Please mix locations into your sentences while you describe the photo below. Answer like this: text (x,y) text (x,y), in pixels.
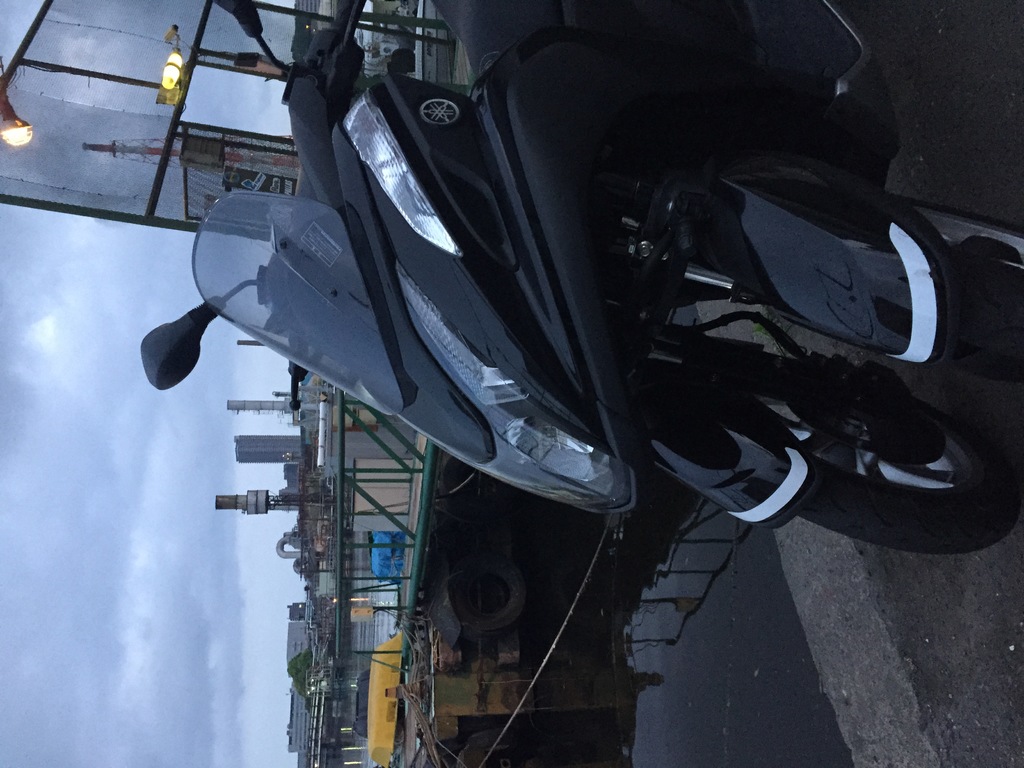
In this image I can see a black color bike (674,305). Back Side I can see bridge (418,573) and some object (393,723) on it. We can see water (656,655). There are building (300,646) and trees (300,664). The sky (111,546) is in white and blue color. We can see a light (20,125).
